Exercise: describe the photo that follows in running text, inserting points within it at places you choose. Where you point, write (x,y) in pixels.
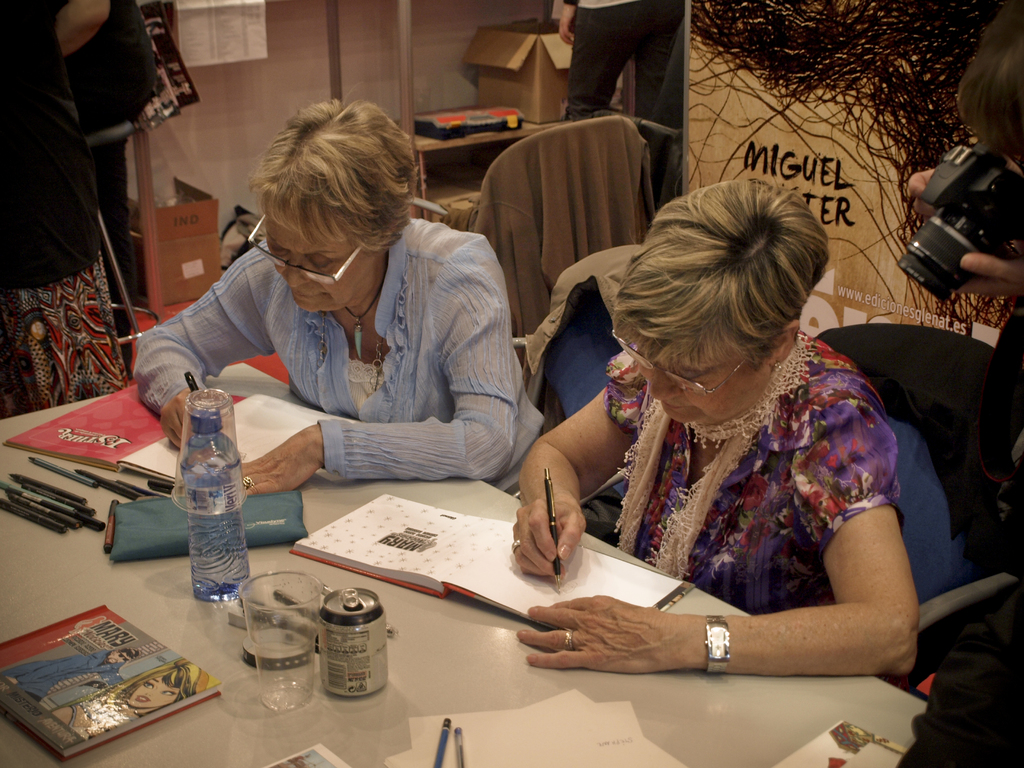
In this picture, two women (515,438) are sitting on chair (947,542) in front of table (480,671) on which book (344,559), pen (556,557), glass (227,436), water bottle (234,496), coke bottle (378,674), pens (89,508) and pouch (134,516) are placed. Behind them, we see a board (835,152) with text (755,159) written on it and on top of the picture (524,82), we see a table (524,122) on which carton box (529,87) is placed.
